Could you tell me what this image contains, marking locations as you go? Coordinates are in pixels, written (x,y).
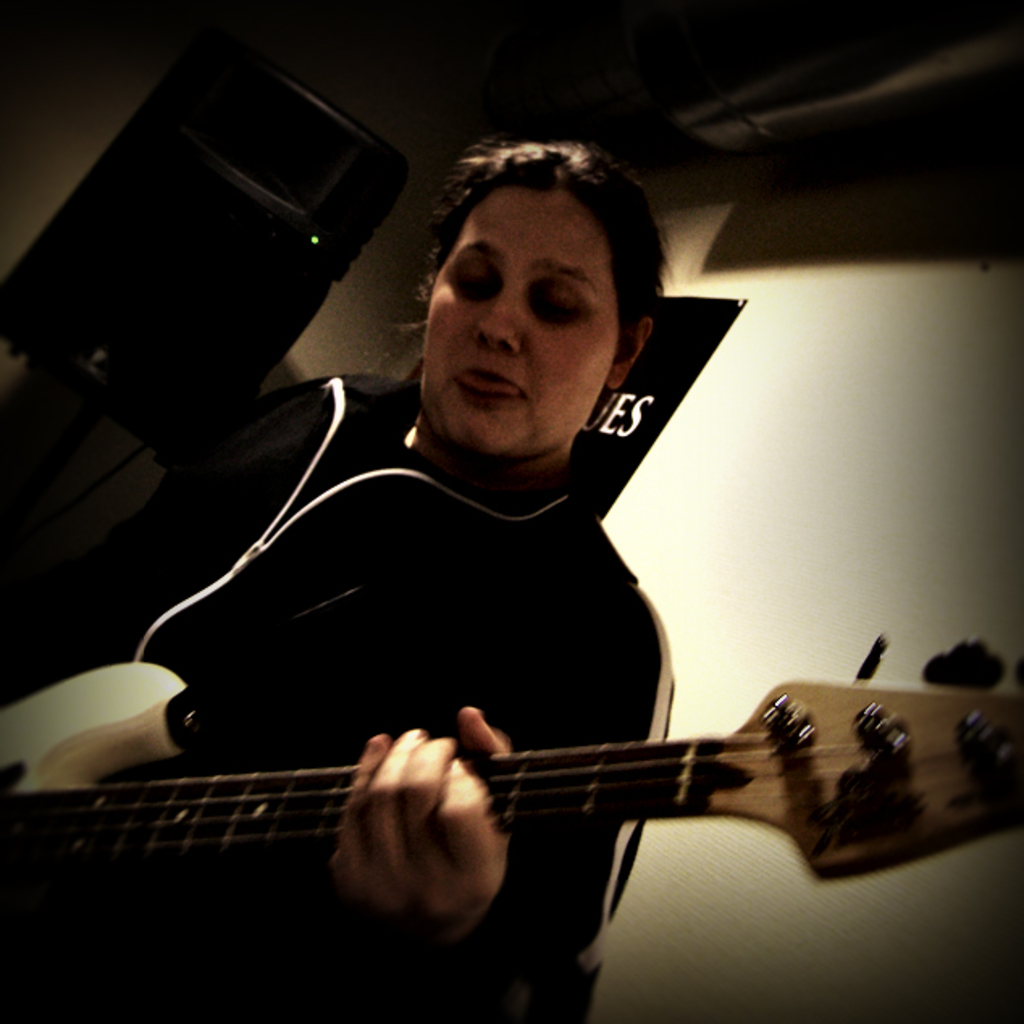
Woman (481,535) playing guitar (75,750) and in the background (835,530) there is white color.
